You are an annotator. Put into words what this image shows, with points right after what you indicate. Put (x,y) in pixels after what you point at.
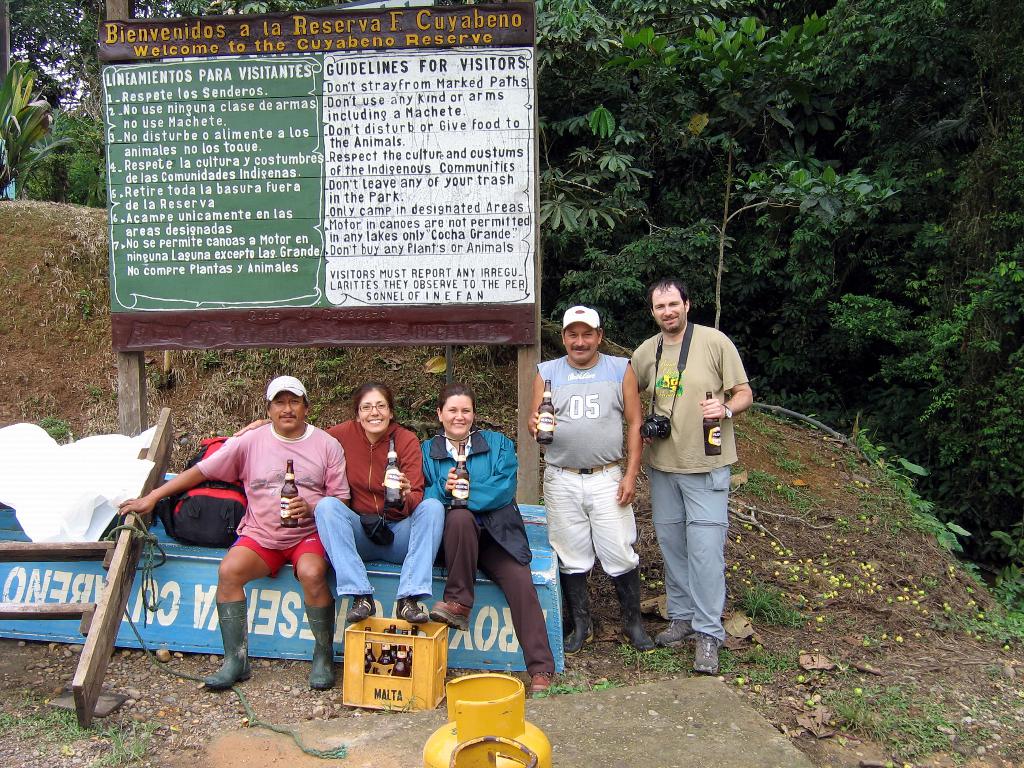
In this image we can see persons (611,526) standing and sitting on the ground (594,636) and holding beverage bottles (459,492) in their hands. In the background (476,236) we can see trees (650,187), sky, information board (238,159) and a case (428,650).
